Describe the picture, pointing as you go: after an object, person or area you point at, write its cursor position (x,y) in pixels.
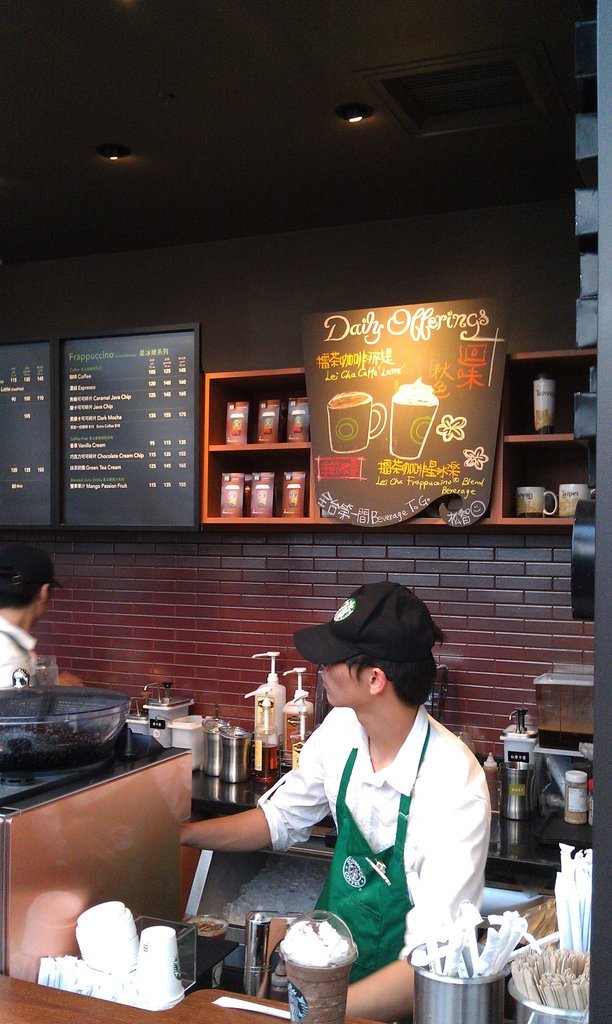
In the picture we can see a man (438,836) standing in the coffee shop (63,846), he is wearing a apron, cap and near the desk (55,992) on it we can see some things (132,996) like glass of milk shake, some glasses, spoons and straws (586,903) and in the background (529,759) we can see a desk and some milkshake bottles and sprays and to the wall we can see a menu board (393,497) and besides we can see some racks (205,424).
